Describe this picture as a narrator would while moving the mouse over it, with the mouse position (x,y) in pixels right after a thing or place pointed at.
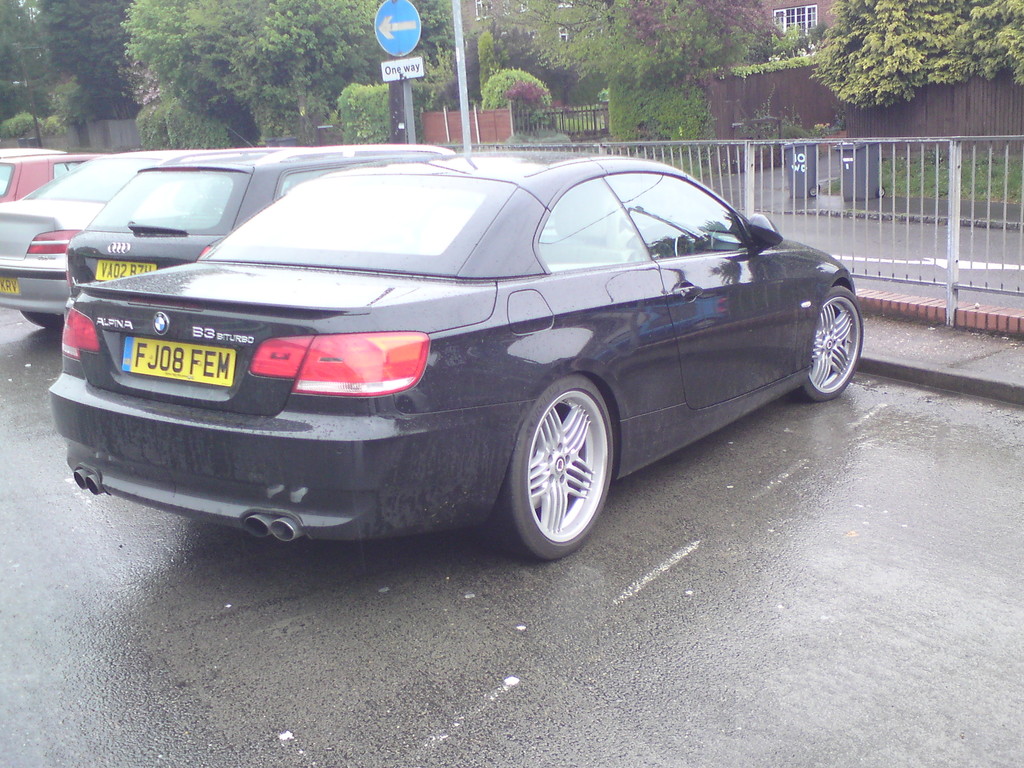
In this image we can see a few cars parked on the road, a fence (978,103), a building (811,14) and some trees (366,30) in front of the building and two trash bins (873,173).
